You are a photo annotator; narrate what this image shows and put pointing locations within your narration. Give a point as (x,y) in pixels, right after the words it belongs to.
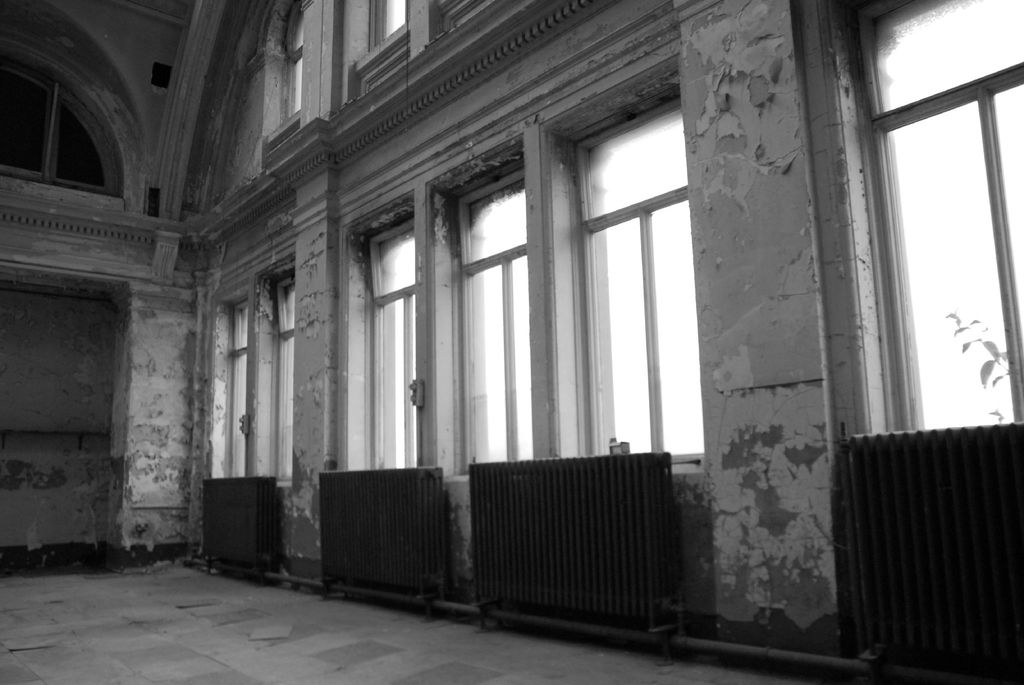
The image is taken inside a building (269,353). In the foreground of the picture (496,339) there are windows (1006,355), wall (464,515) and some iron objects (434,525). On the left (71,404) it is wall (71,404).
